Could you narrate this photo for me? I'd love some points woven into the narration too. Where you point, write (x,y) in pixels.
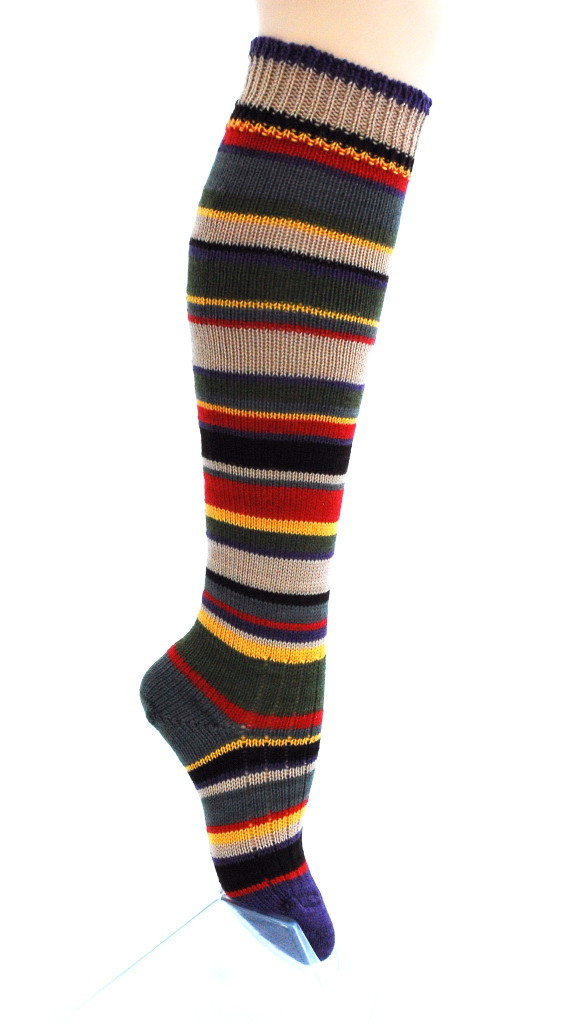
In this image, we can see a human leg (315,535) with socks (343,267). At the bottom (305,962), we can see a glass object (267,930).
